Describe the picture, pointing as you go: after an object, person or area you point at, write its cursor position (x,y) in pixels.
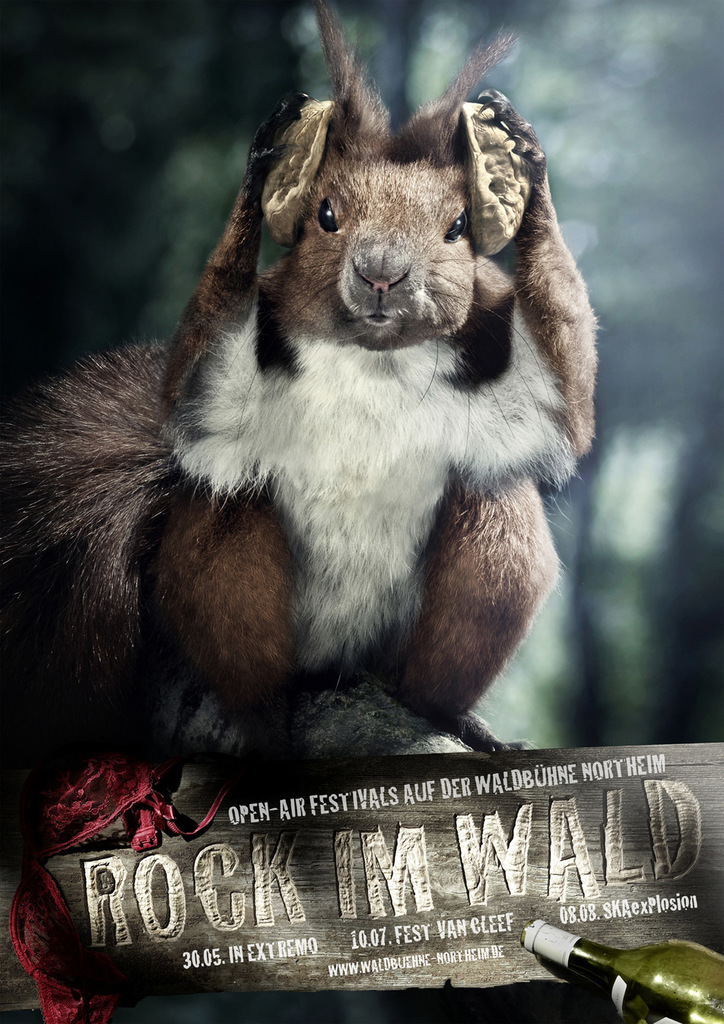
In this image there is one squirrel (363,403) in the middle of the image (334,448), and in the bottom of the right corner (651,978) there is one bottle (660,974) and there is one wooden stick (565,923) and some text (487,840) is written on that wooden board (393,862). In the background of the image (606,363) there are some trees (606,223).
